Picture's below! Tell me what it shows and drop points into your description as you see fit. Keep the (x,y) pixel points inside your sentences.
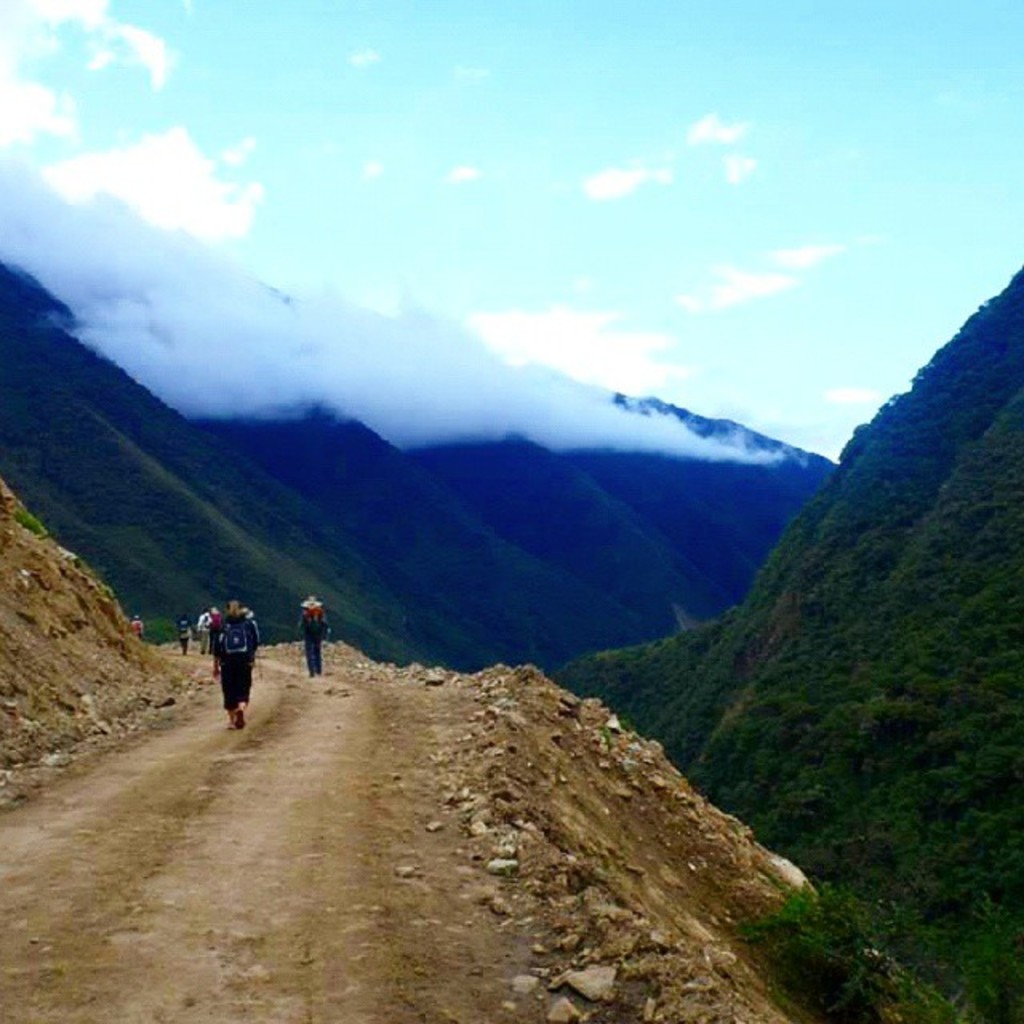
In this image there are few people (235,691) walking on the road (246,723), there are few mountains (421,617), and some clouds (443,340) in the sky (277,166).
